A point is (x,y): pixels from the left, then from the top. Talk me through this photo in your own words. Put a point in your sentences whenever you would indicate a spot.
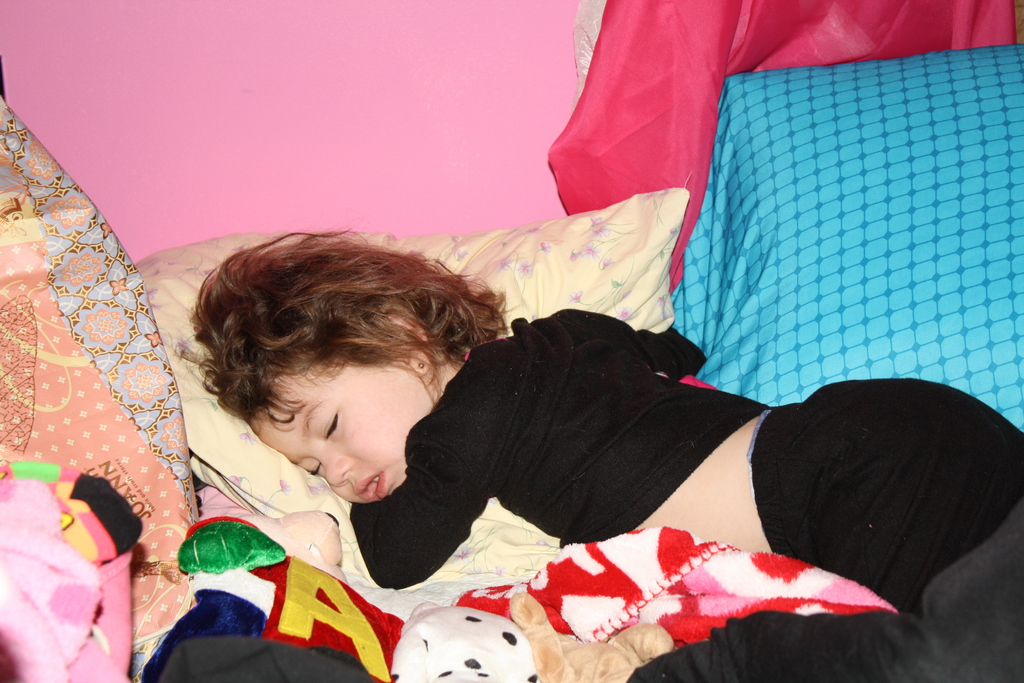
In this image we can see a kid (599,511) sleeping on the bed (685,585) and there are pillows (280,468) on the bed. In the background (347,126) there is a wall (378,85). At the bottom (717,604) there is blanket (673,618).
